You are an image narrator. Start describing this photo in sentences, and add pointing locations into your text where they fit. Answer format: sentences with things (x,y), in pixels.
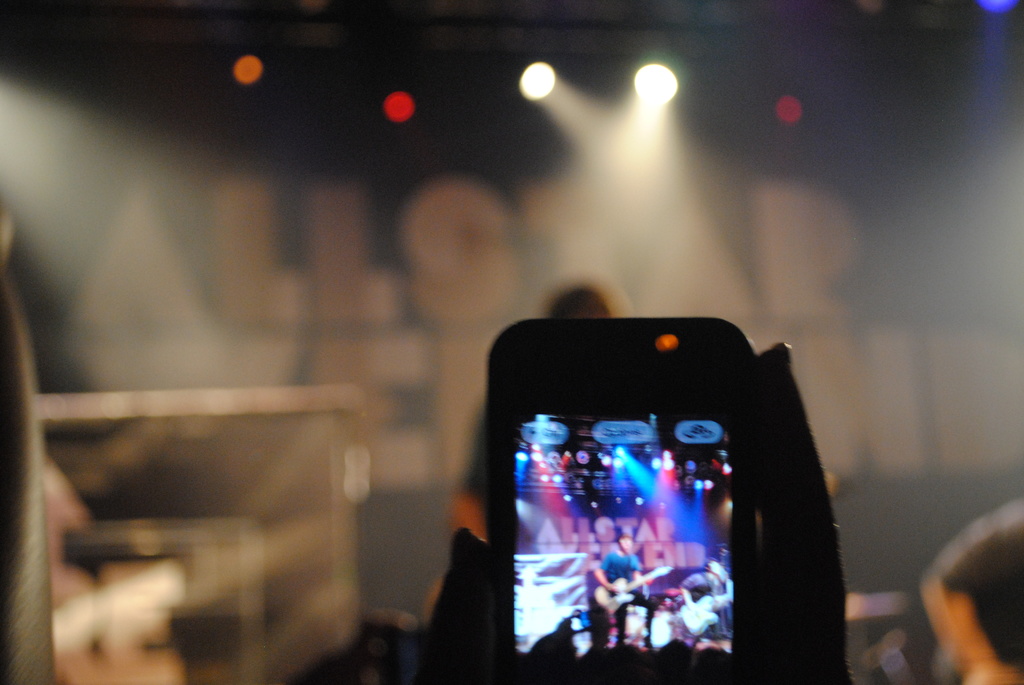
In the center of the image (600,377) there is a mobile phone (546,636). In the background (458,433) we can see person (588,291) performing on stage (856,633), lights (787,108) and wall (438,184).
